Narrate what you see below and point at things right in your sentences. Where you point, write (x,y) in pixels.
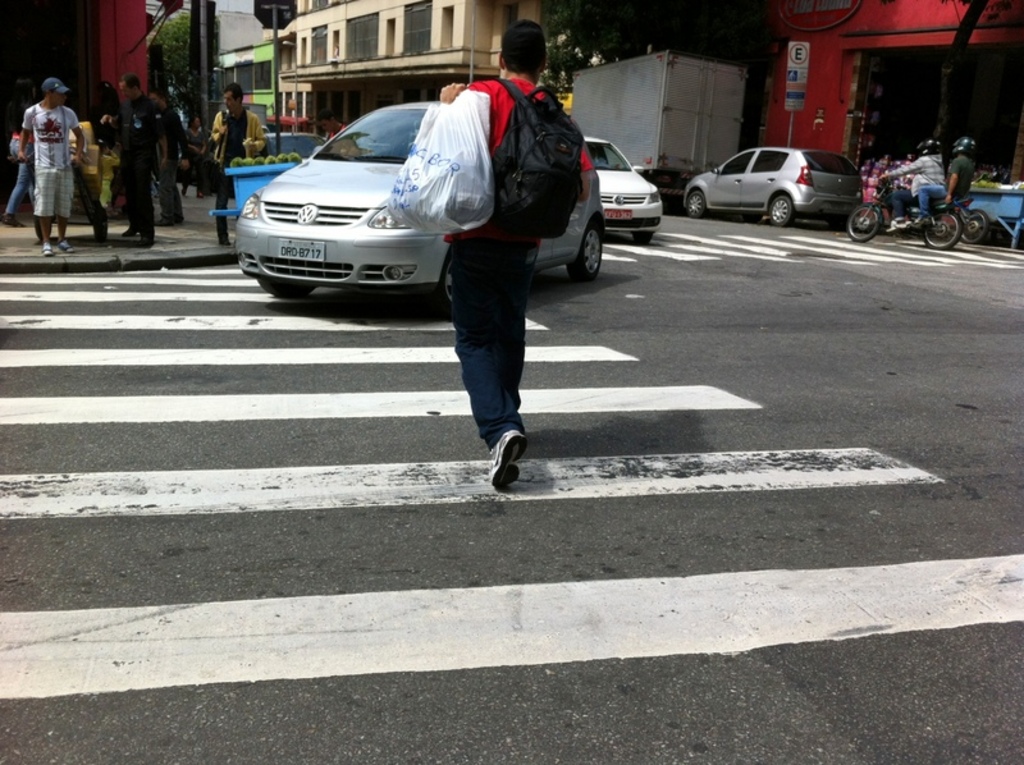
There is a man (465,345) walking and holding a cover (458,216) and carrying a bag (561,162), there are two people (931,144) sitting on bike (916,212). We can see vehicles (300,202) on the road (69,367). In the background (19,118) we can see people's (180,163), boards (792,84) on poles (791,121), cart (258,181), buildings (370,43) and trees (176,50).
